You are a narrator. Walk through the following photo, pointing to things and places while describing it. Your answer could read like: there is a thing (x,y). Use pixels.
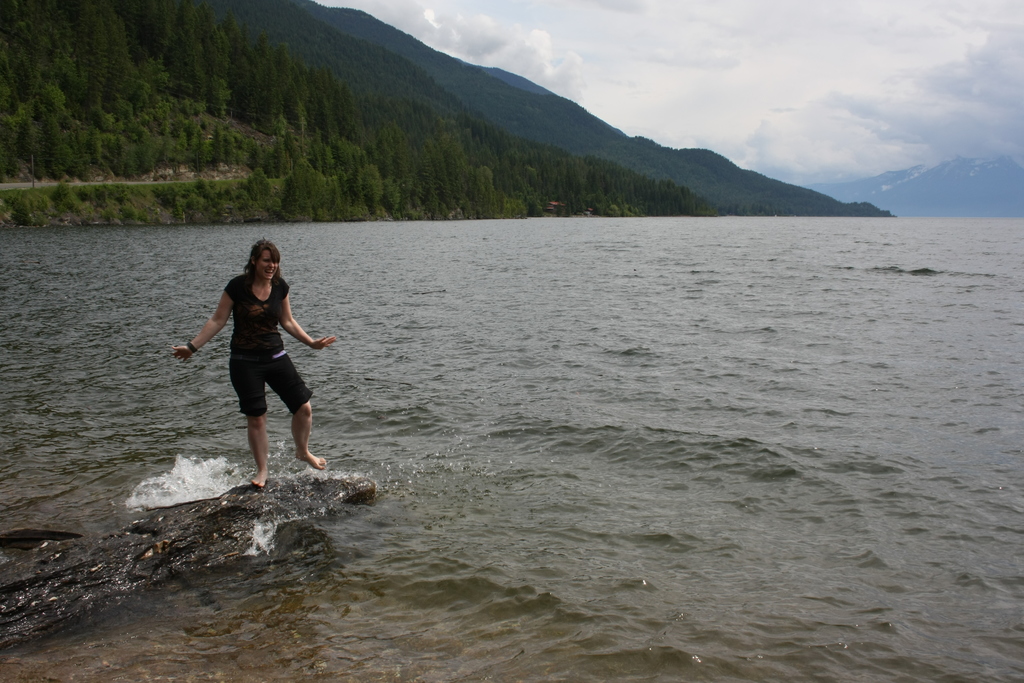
This picture shows a woman (263,454) standing on the stone (348,489) and we see water (541,261) and few trees (505,216) and a blue cloudy sky (742,87) and women (249,294) wore black color dress (236,366).
